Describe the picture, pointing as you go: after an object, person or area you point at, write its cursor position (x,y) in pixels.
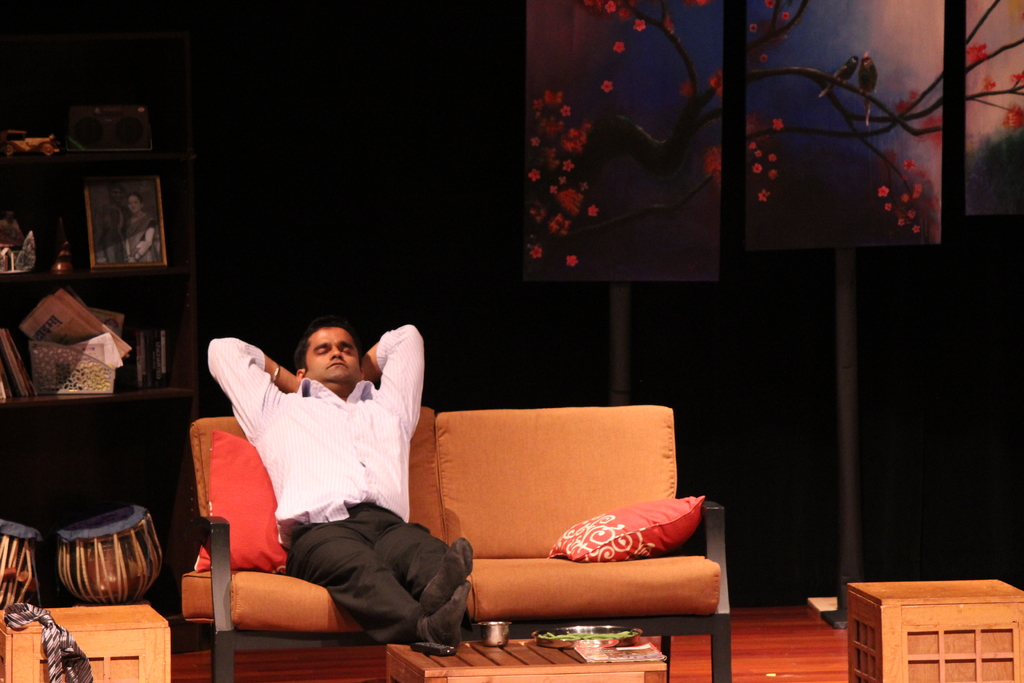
in a room (456,315) a person (339,436) is sitting on a sofa (568,525) in that room (471,258) there are different items (833,9) present in the room (587,337).
